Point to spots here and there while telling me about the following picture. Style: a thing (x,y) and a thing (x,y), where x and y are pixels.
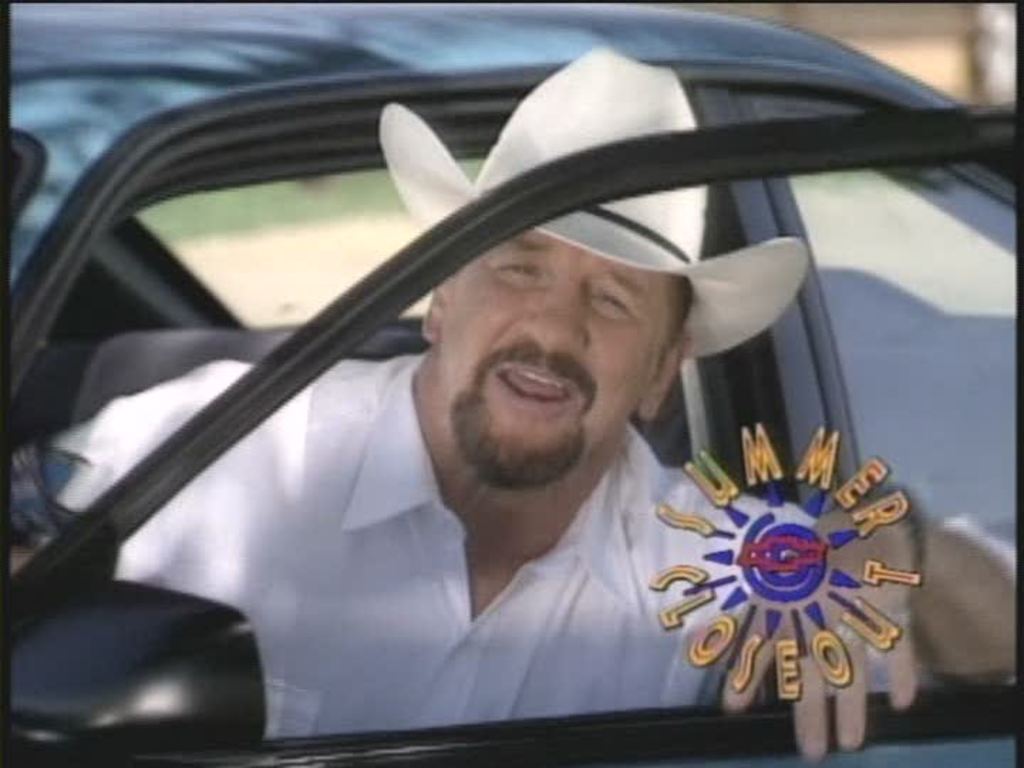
Here we can see a man (460,379) who is sitting in a car (674,184) and the door (664,715) is open, he is seeing through his window (540,599).
